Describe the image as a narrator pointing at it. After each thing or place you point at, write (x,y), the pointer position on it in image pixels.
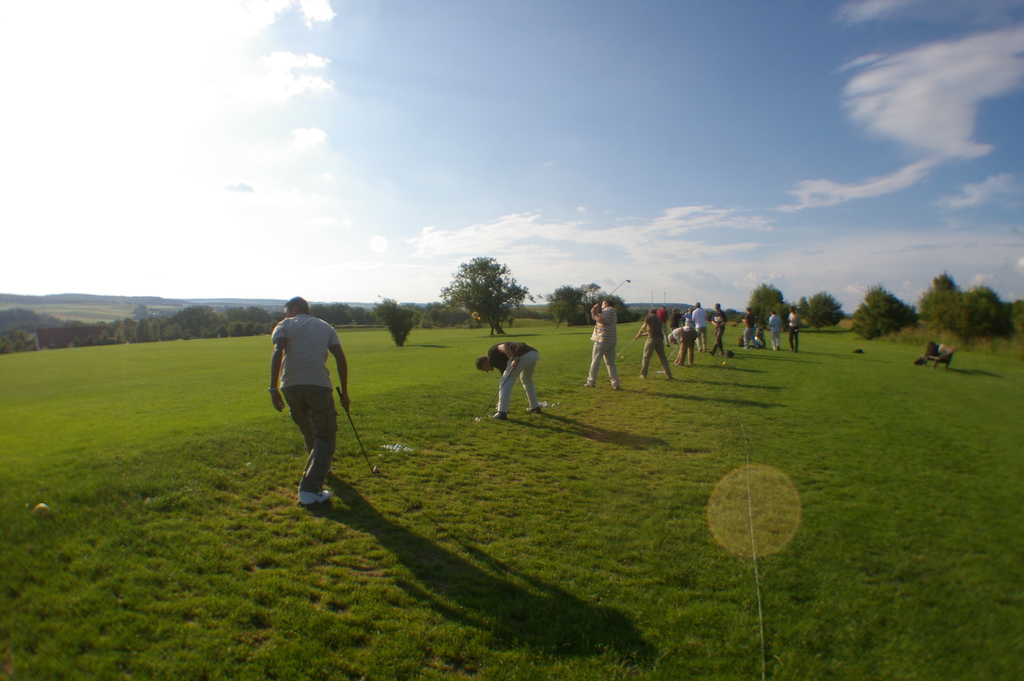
In this image there are group of people (306,395) standing and holding the golf clubs (507,373), and in the background (76,353) there is grass (441,339), trees (436,309), hills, sky (350,268).
